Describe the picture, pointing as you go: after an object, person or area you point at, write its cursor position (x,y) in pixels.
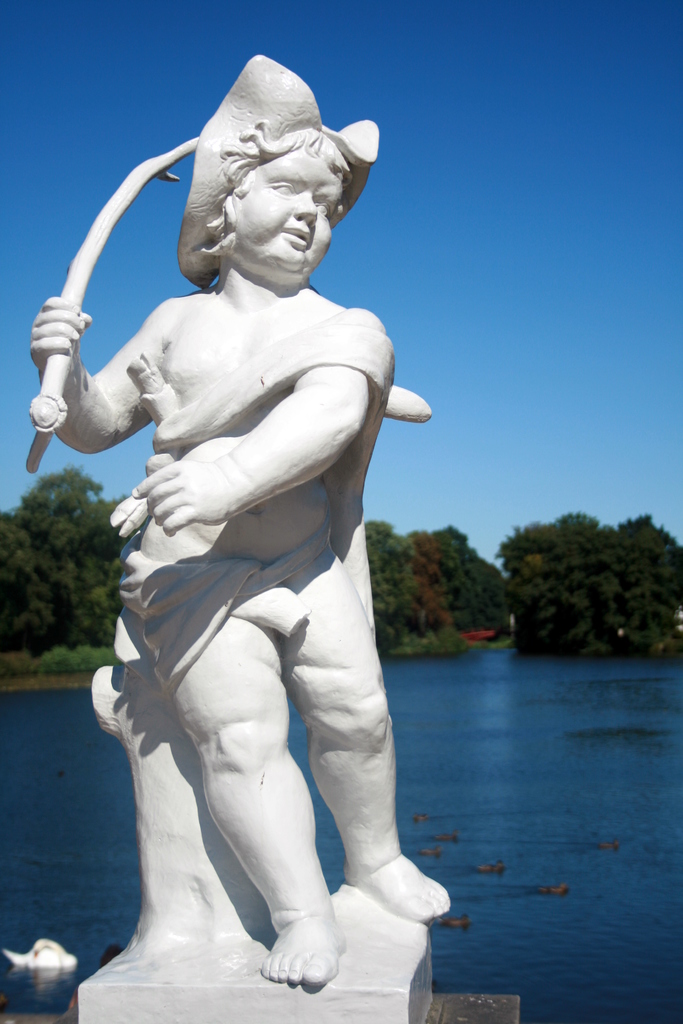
In this image there is a depiction of a person (281,814) holding something in his hands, behind the statue (337,786) there is a duck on the water (491,804). In the background (449,569) there are trees (466,541) and a sky (491,351).
